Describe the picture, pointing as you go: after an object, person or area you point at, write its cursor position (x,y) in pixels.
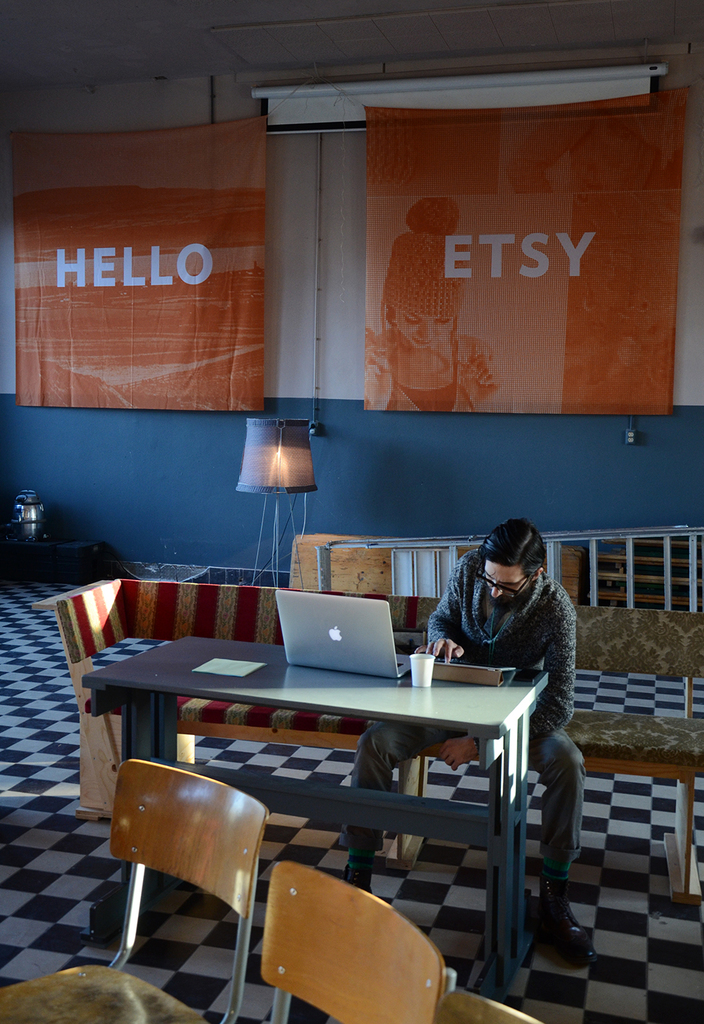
In this image In the middle (296,673) there is a table (495,729) on that there is a laptop (330,638), cup (412,671), paper (254,663). In front of that there is a man (560,624) he wear jacket (523,631), trouser (554,754) and shoes (559,933) he is sitting on the bench (626,646). At the bottom (238,878) there is a floor (93,827) and chairs (273,895). In the background (308,482) there is a light (314,476).
